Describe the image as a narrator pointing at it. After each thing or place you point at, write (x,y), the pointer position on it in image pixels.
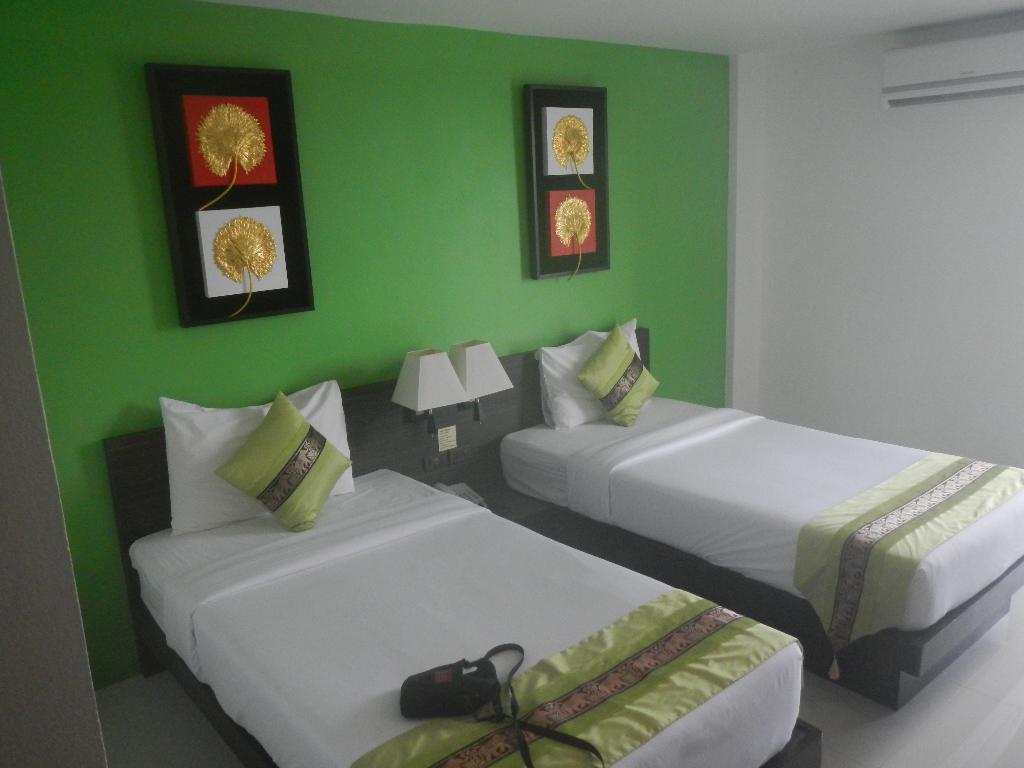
Pictures (270,191) on wall (515,256). This wall (515,256) is in green color. We can able to see two beds (708,588) with pillows (626,416). Between this beds (510,457) there is a lantern lamp (459,373). Air conditioner (948,79) is on wall (856,119). On this bed (437,625) there is a bag (483,678).
